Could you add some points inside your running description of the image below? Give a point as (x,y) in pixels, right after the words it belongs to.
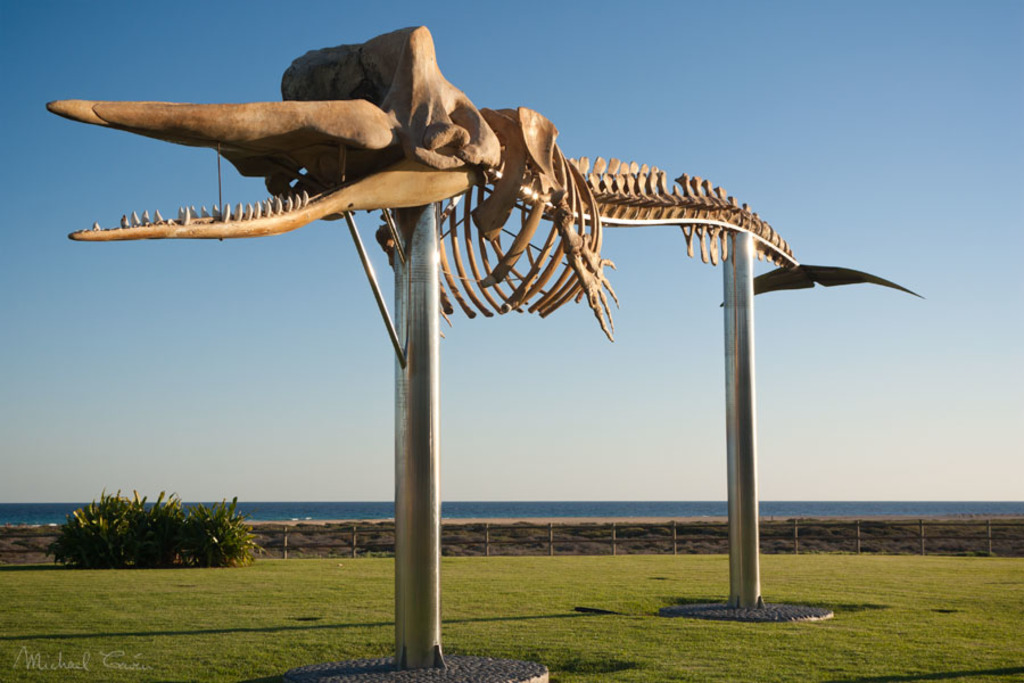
In this picture there is a skeleton of whale (575,176) on the rods (404,288) and there is grass land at the bottom side of the image (777,558).
